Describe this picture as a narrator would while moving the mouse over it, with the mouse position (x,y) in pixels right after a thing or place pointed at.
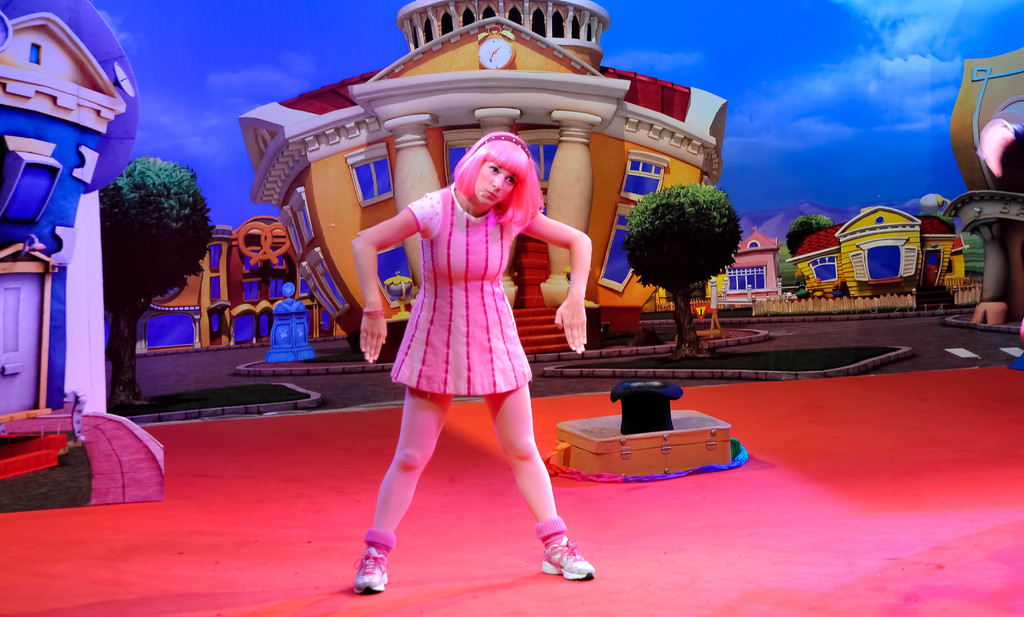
There is a lady (406,384) standing on a stage (663,505). On the stage (826,490) there is a box (650,448). In the back (251,183) there is a wall (197,142) with a building (340,101), trees (172,168), grass lawn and a sky (246,65) with clouds (887,69). Also there is a clock (499,40) on the building (517,48).
